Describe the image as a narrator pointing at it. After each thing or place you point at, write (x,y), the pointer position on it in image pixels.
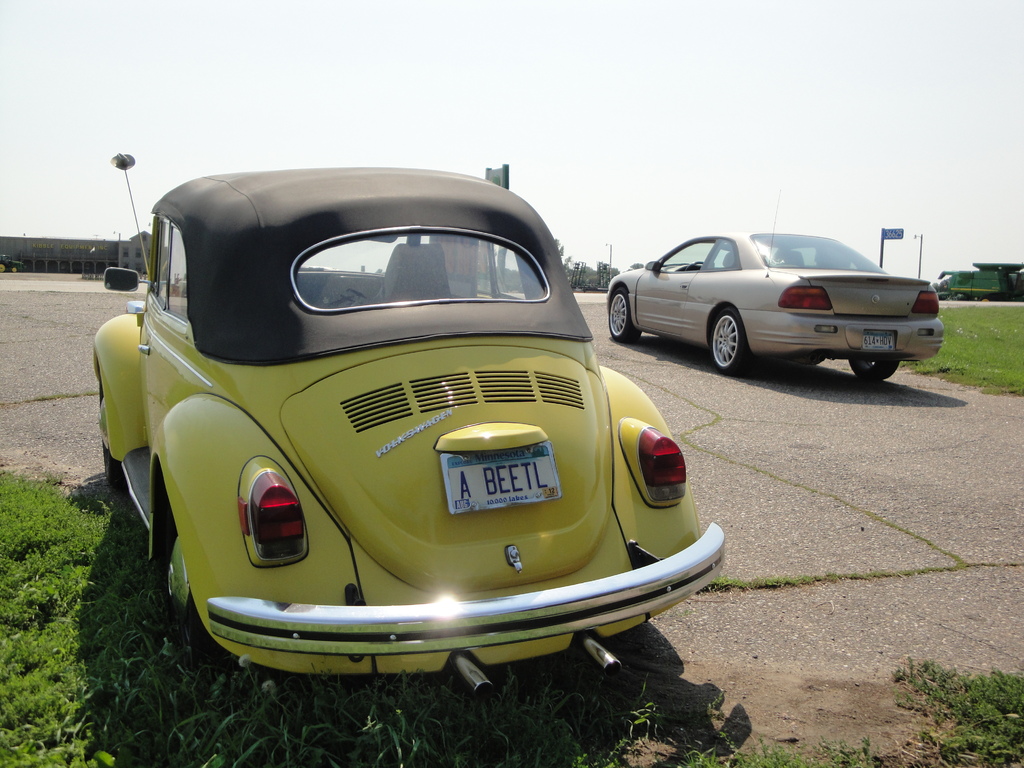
In this image, we can see vehicles (568,410) on the road (762,373) and in the background (62,253), there are buildings (78,248) and poles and we can see some trees (592,277). At the bottom (592,704), there is ground (140,669) covered with grass (249,680).
